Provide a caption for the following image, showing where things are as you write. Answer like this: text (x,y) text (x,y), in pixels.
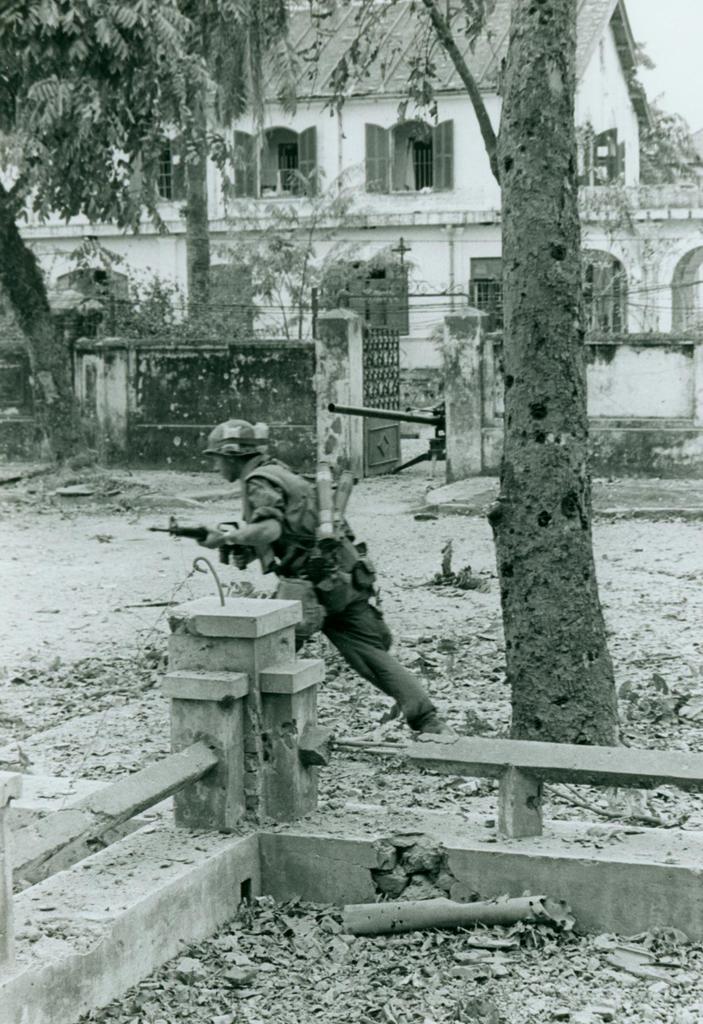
This is an black and white image where we can see there is a building (669,228) and trees (133,136) in front of that also there is a road (31,716) behind the trees (527,721) where a man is running along with weapons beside the other tree (530,729).
